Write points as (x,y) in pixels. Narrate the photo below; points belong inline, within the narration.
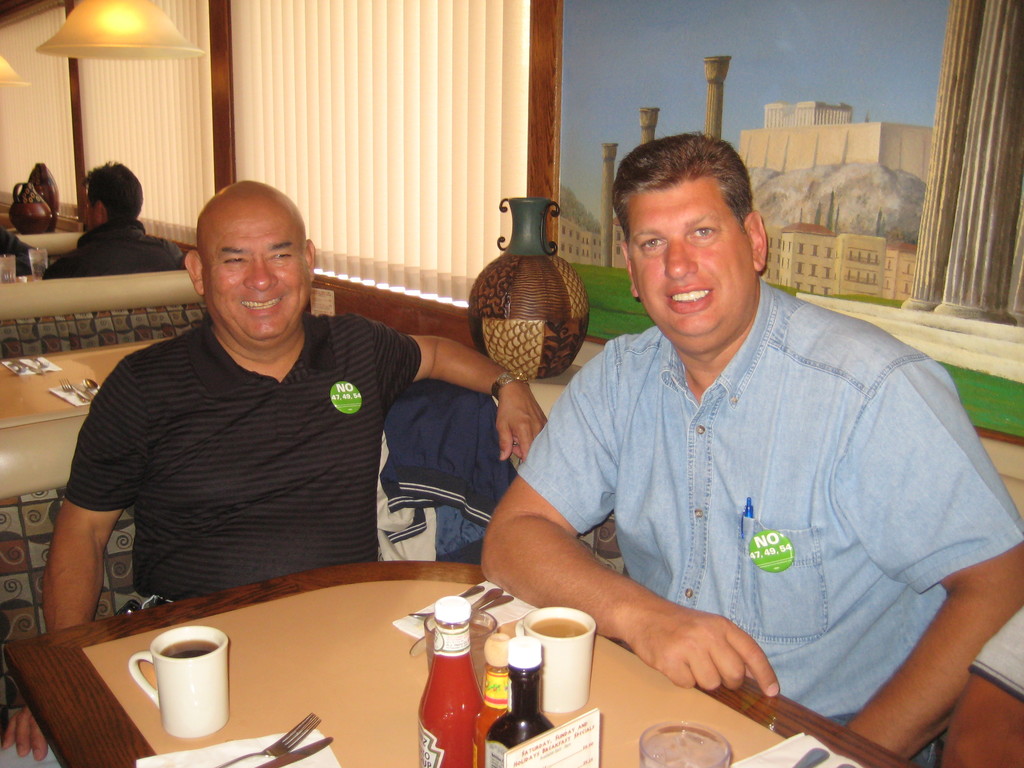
In this picture we can see two men (793,435) sitting on chair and smiling and in front of them on table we have bottles (528,662), cup (560,647) with drink (571,623) in it, spoons (499,591), tissue paper (514,612), fork (301,734), knife (310,745) and in background (50,54) we can see wall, banner (692,56), lamp (74,46), some more persons (67,258).
